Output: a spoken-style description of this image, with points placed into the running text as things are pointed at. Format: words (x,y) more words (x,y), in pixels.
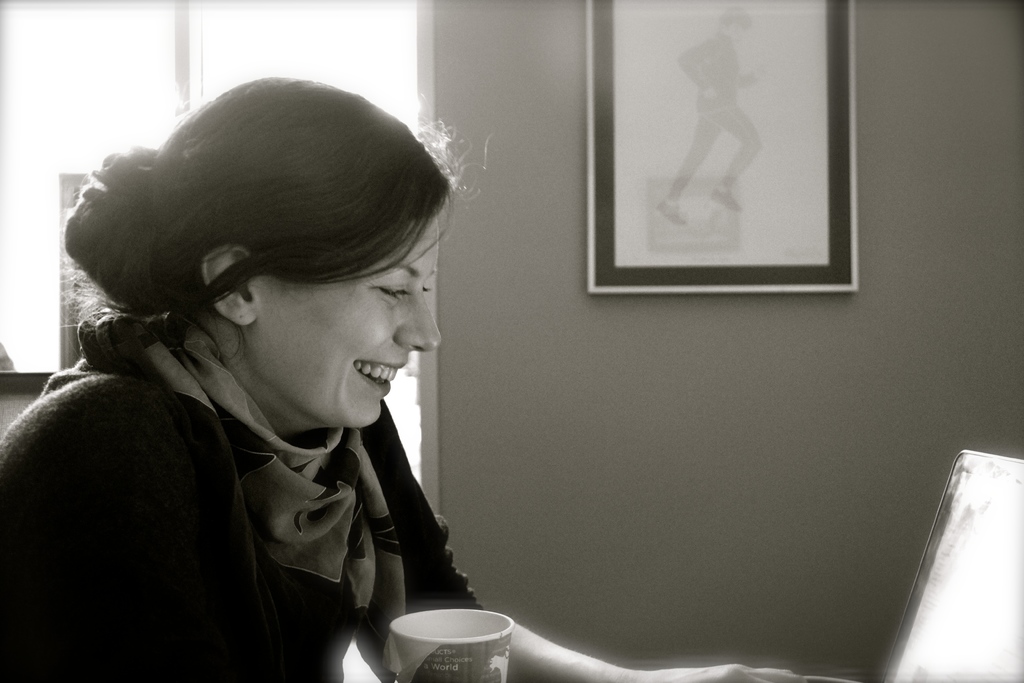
In this picture I can see a woman (84,663) smiling, there is a cup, laptop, there are some other items (5,349), and in the background (757,286) there is a window (7,209) and a frame (633,21) attached to the wall (819,590).
